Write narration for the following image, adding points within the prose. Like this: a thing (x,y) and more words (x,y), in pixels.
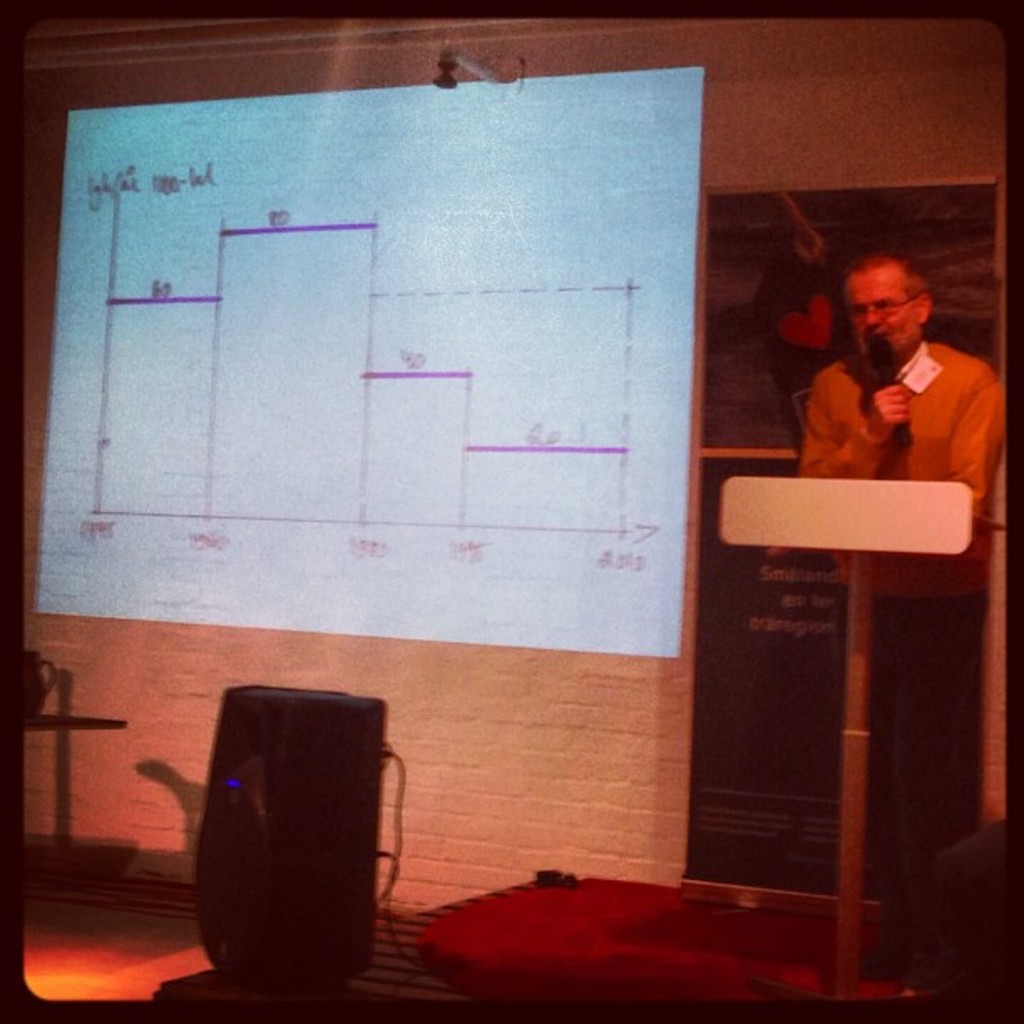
In this image on the right side (872,286) there is one person (897,319) who is standing, and he is holding a mike (901,437) and talking and there is a podium (849,559) and there is a chair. In the background (263,148) there is a wall (676,714), screen (459,473) and some boards (763,451). At the bottom (695,970) there is carpet (509,951), floor (121,944) and some other objects (332,767).
